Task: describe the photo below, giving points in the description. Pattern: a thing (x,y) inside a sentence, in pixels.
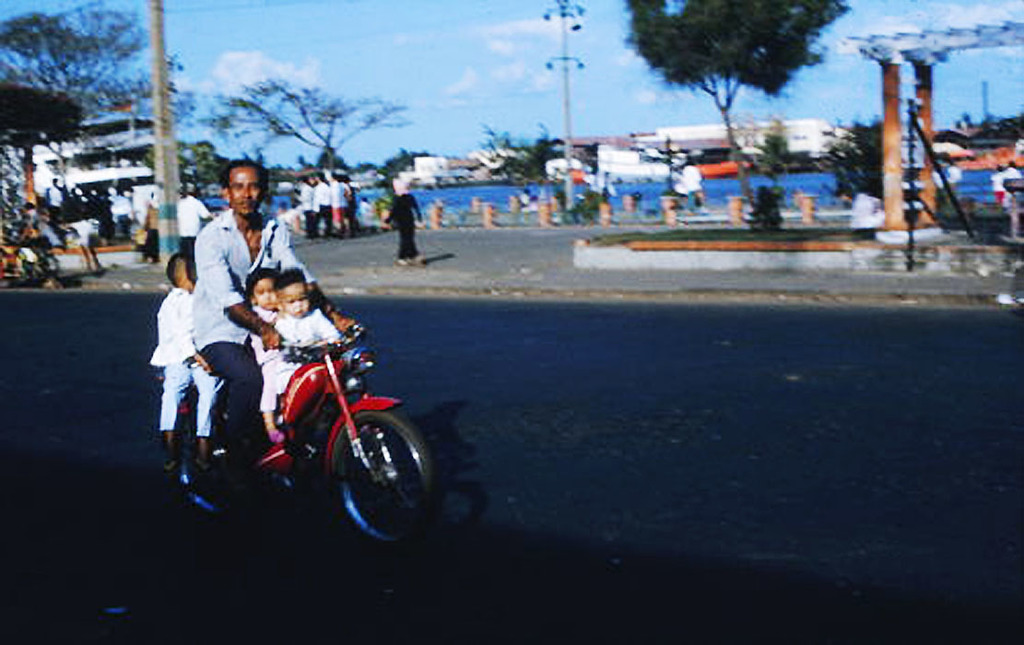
There is a person (239,294) with three kids (182,301) are riding a motorcycle (330,428) on the road (672,420). On the side of the road (304,244) many persons (350,182) are standing. A lady (398,200) is walking. Also there are some buildings (138,156), poles (162,159). In the background (398,72) there is a clear sky (435,77), trees (330,123).
